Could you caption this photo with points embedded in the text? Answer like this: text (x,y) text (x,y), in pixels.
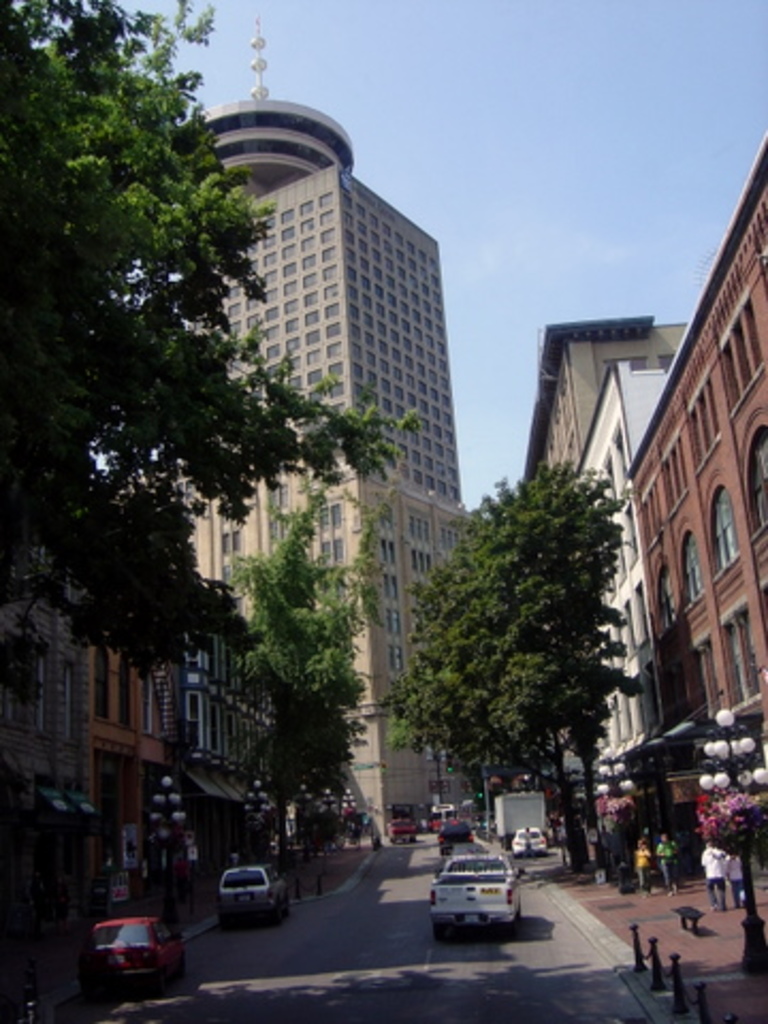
In this image few vehicles (447,898) are on the road (468,972). Right side few persons (641,882) are walking on the pavement (675,921) having few street lights (752,948) and trees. Right bottom there is a fence (652,966). Left side (102,523) there are few street lights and trees (36,497) on the pavement (364,847). Background (60,753) there are few buildings (706,403). Top of the image (513,164) there is sky (540,195).
